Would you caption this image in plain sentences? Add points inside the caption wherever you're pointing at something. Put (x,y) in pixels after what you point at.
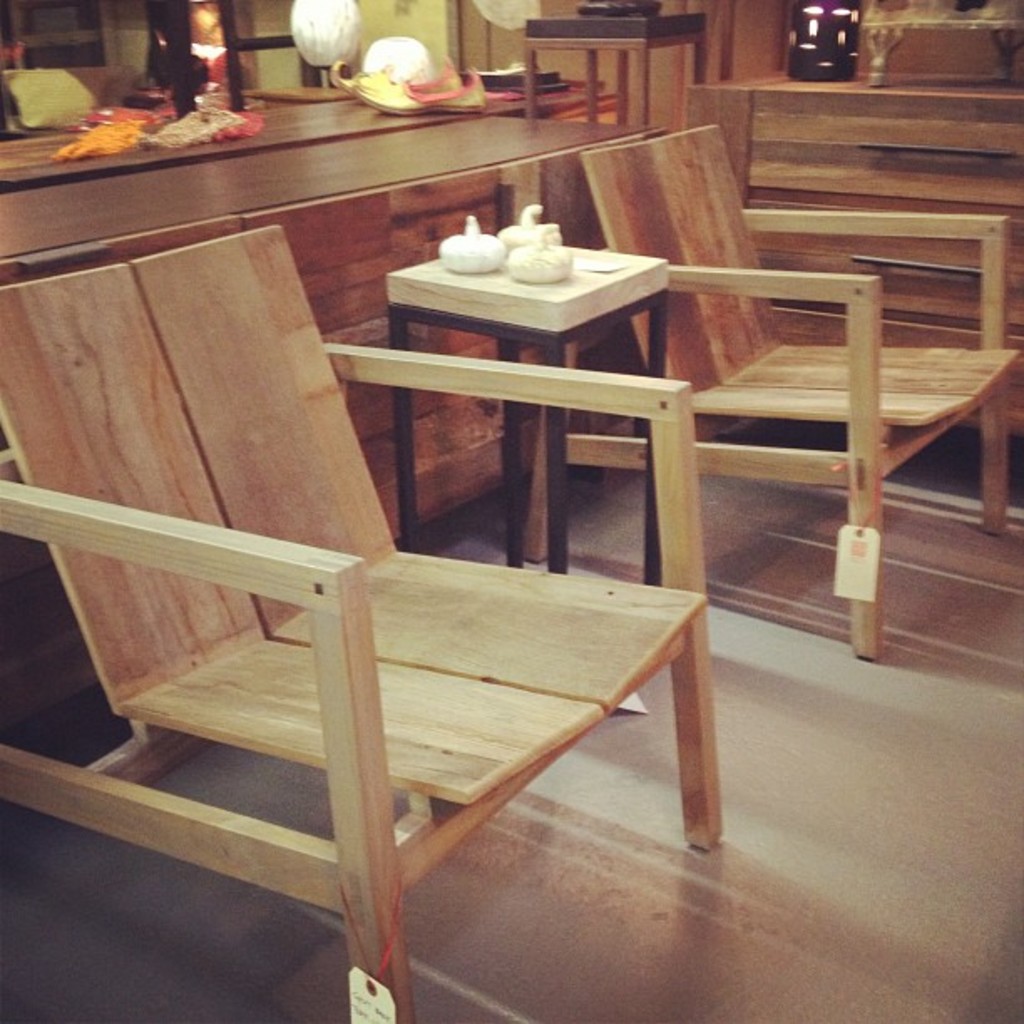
In this picture I can observe wooden chairs (777,347). In between these two chairs (496,384) I can observe a stool (568,293). Behind the chairs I can observe a desk (280,107) on which few things (64,89) are placed.
